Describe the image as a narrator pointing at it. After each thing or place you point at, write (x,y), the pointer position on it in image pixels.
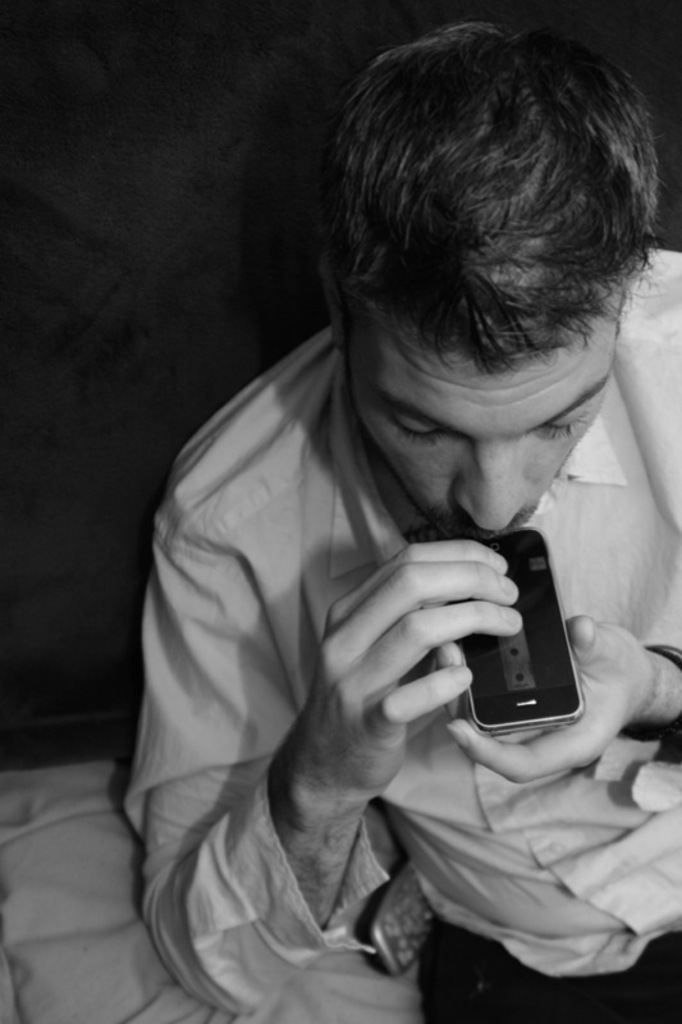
This is a man (366,848) sitting and holding cellphone (514,649) in his hands (442,692). I can see a remote (393,954) which is beside him.
